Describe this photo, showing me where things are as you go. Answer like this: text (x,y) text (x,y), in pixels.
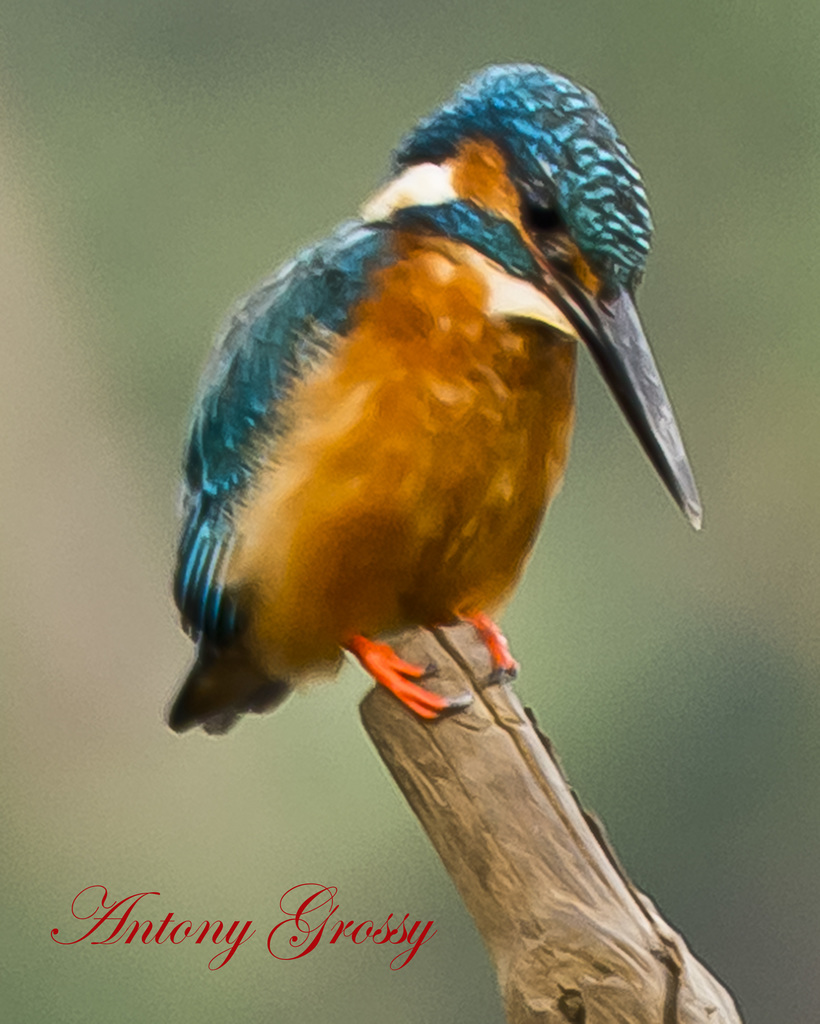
In this image we can see a bird (393,552) on the branch (448,719).
